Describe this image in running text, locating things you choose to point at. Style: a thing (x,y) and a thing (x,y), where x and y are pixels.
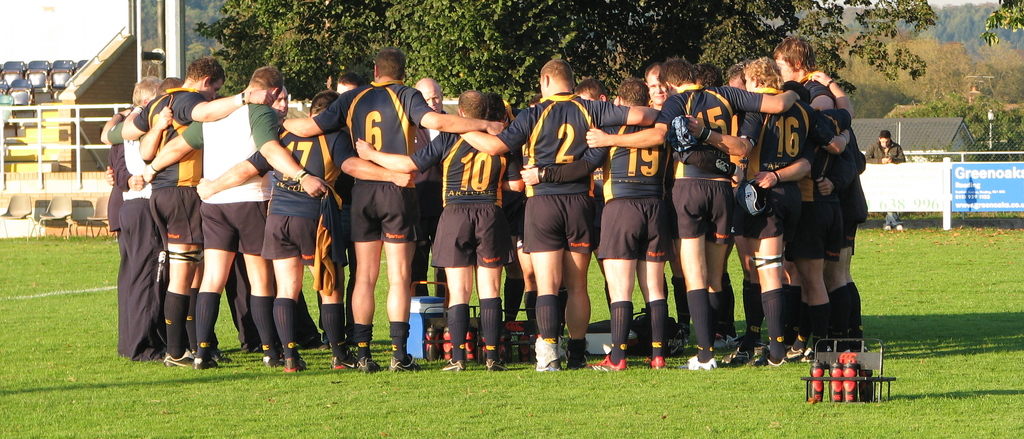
In this picture I can see a group of people (547,240) in the middle (570,248), in the background (712,23) there are trees (412,76) and chairs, on the right side (995,177) there are advertisement boards (924,189) and a house (912,141), I can see a person (882,147) standing near the boards (899,192), at the bottom (854,399) there are bottles (848,385) in a stand (866,359).
